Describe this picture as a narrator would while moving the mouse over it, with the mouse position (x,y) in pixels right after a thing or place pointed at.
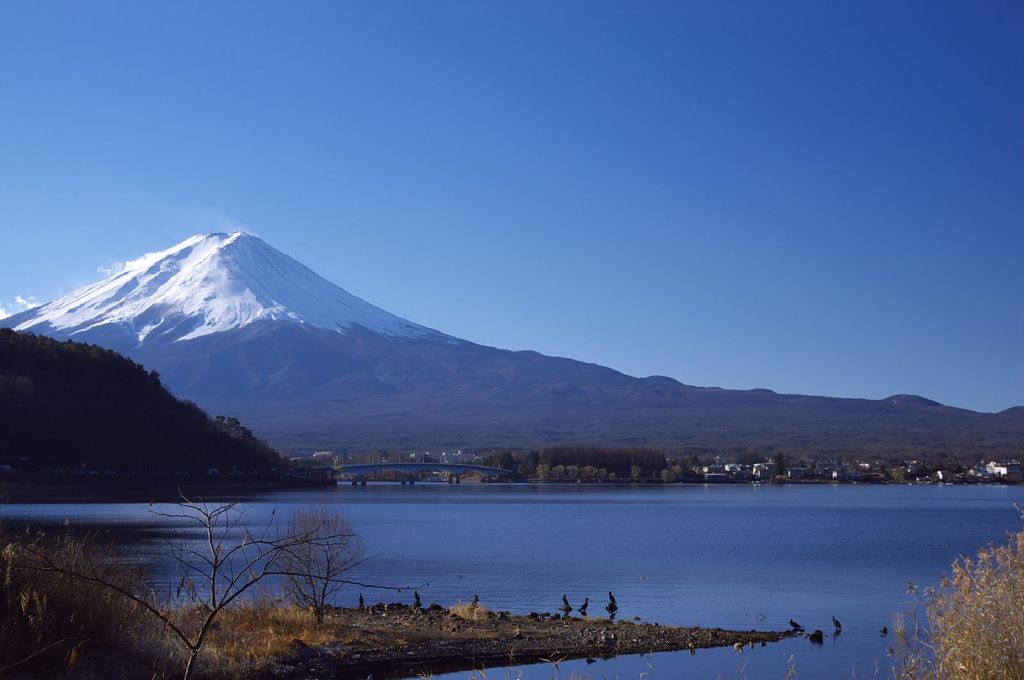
In this image, we can see trees (235,442), hills (394,371), buildings (989,470) and there is a bridge (360,465). At the top (537,190), there is sky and at the bottom (570,566), there is water (724,556) and we can see some birds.
